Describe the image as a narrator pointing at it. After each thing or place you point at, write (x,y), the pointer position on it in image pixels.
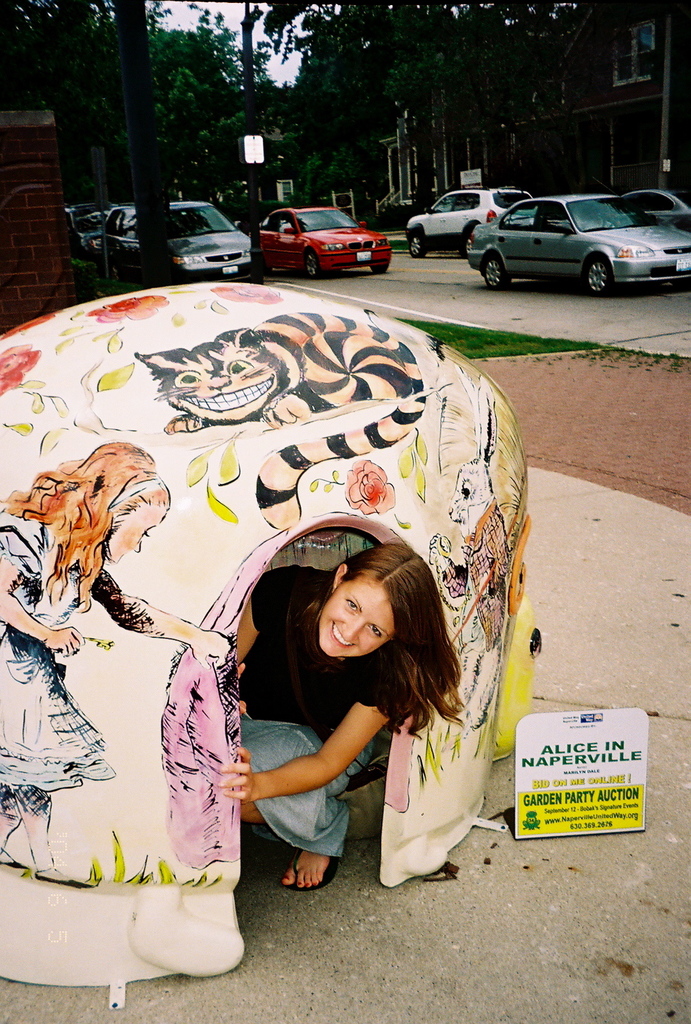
In this image I can see there is a woman (324,740) sitting inside the tent (480,594) and there are few trees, poles (254,191), vehicles (272,230) and buildings (687,21) in the background (194,21) and the sky (184,14) is clear.
